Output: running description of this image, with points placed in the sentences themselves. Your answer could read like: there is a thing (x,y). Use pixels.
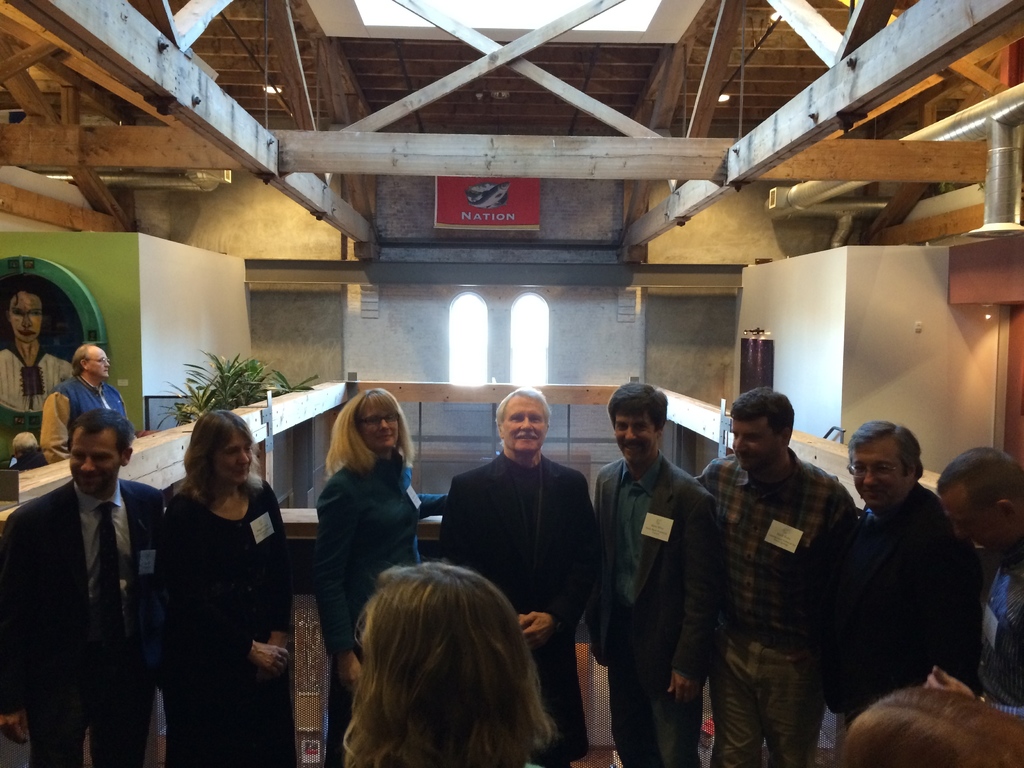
Here we can see group of people (719,557). In the background (221,380) we can see plants (238,394), screen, board (450,202), frame (4,293), lights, window (536,327), and a wall (725,358).
